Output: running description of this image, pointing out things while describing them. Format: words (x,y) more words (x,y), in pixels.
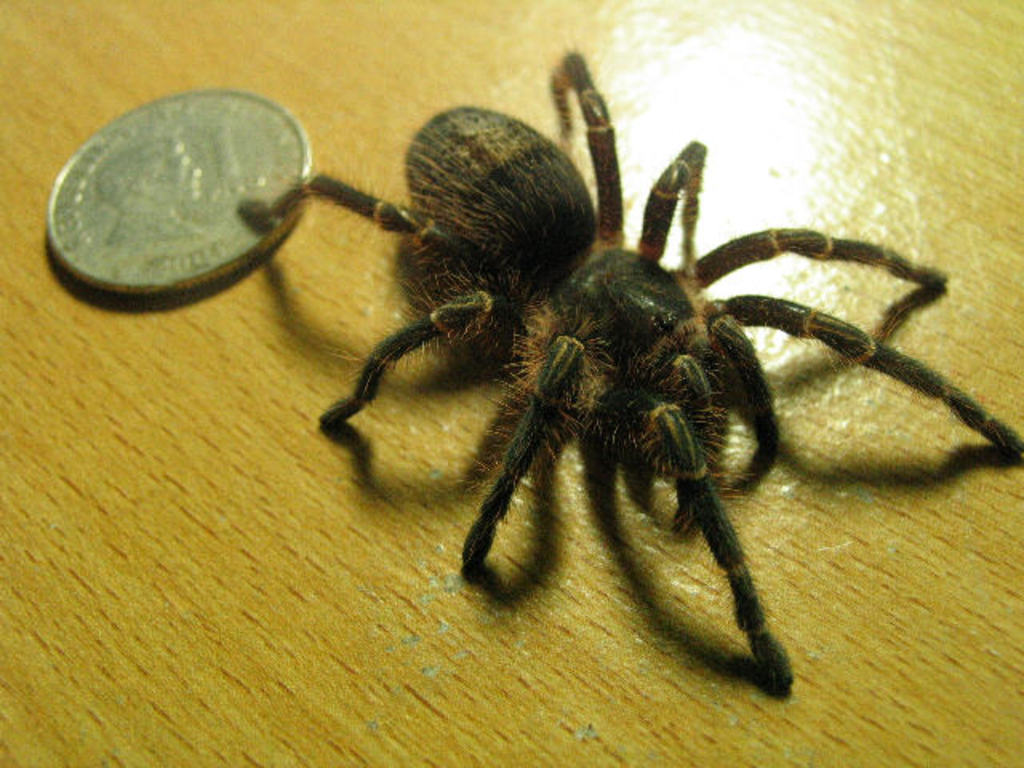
In this picture there is a spider (708,357), beside that I can see the coin (171,240) which is kept on the table (165,441).
